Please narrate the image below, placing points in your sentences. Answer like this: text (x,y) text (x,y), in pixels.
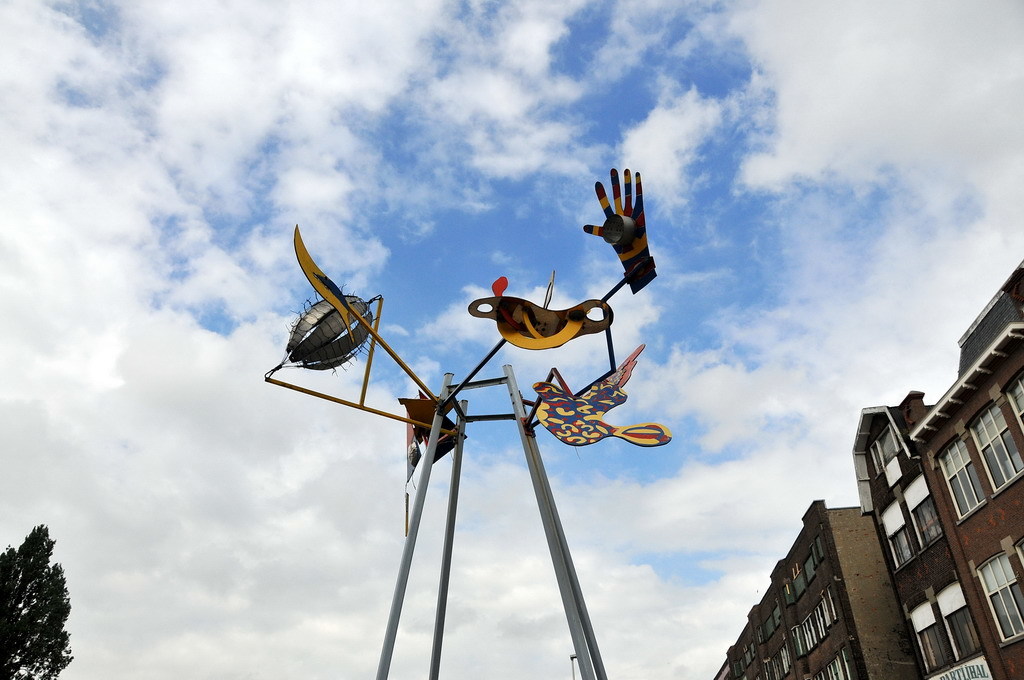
In this picture we can see the clear blue sky (631,100) with clouds (592,91). On the right side (861,545) we can see buildings (871,611) and in the left bottom corner (40,532) we can see a tree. This picture is mainly highlighted with a boards (569,435) of hand (634,259), bird (578,403) and other objects (309,308) to the poles (521,431).
